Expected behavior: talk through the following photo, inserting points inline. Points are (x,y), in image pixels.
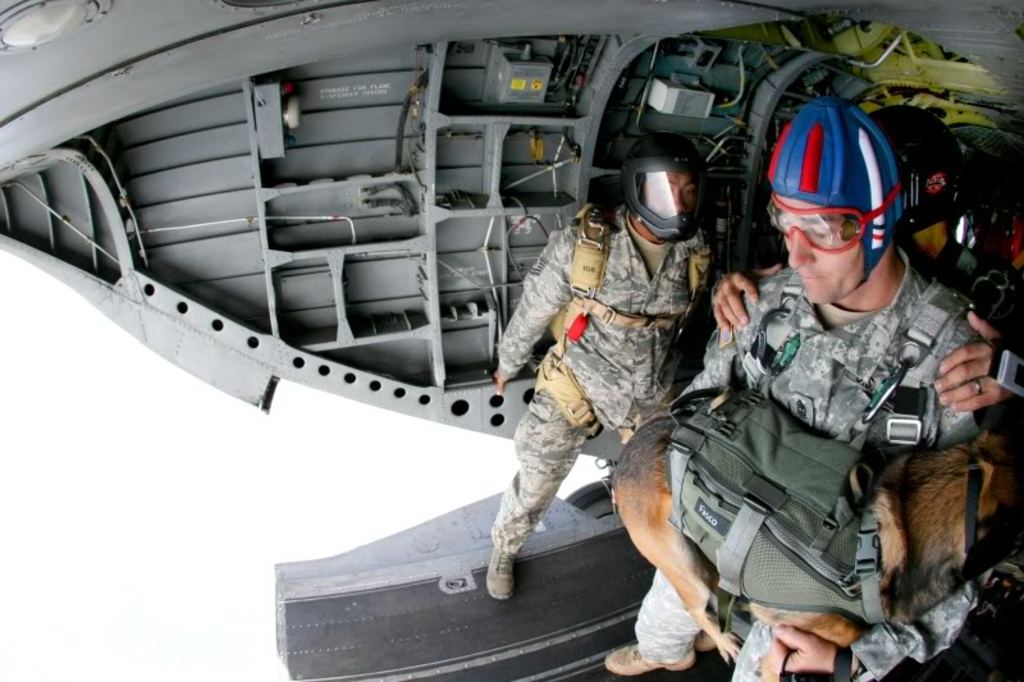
In this image we can see a group of people (575,430) wearing the helmets (811,119) standing on the surface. In that a person (813,425) is holding a dog (785,482). On the backside (399,194) we can see some tools (385,187) and metal rods (756,127).
